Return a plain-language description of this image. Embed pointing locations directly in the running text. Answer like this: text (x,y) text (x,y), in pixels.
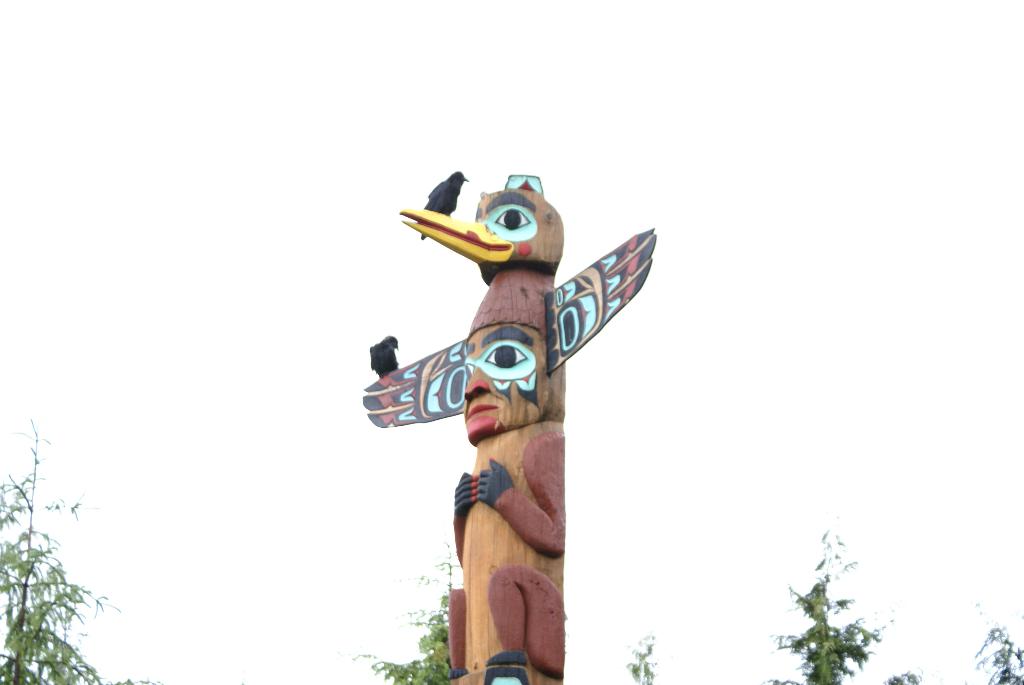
In this image we can see a statue (480,371), two birds (395,357) on the statue (413,372), few trees (825,631) and the sky (809,541) in the background (289,351).
